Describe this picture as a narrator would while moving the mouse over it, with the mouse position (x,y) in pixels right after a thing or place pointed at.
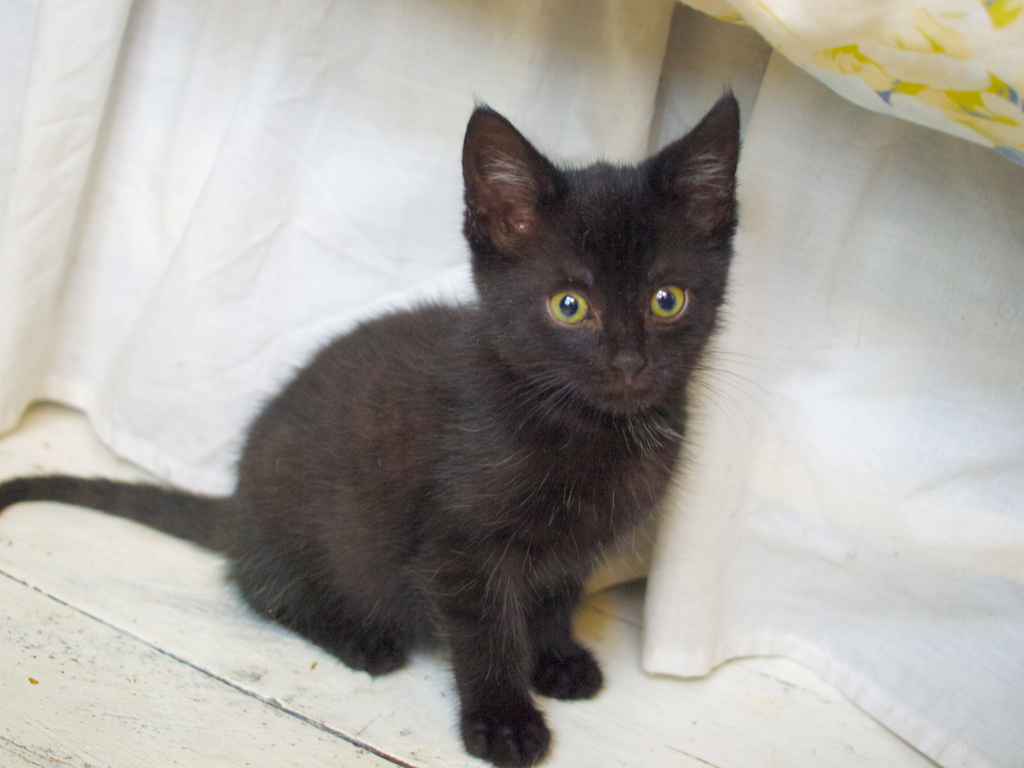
In this image, we can see a black cat (583,523). In the background (60,376), we can see a cloth (964,536).
